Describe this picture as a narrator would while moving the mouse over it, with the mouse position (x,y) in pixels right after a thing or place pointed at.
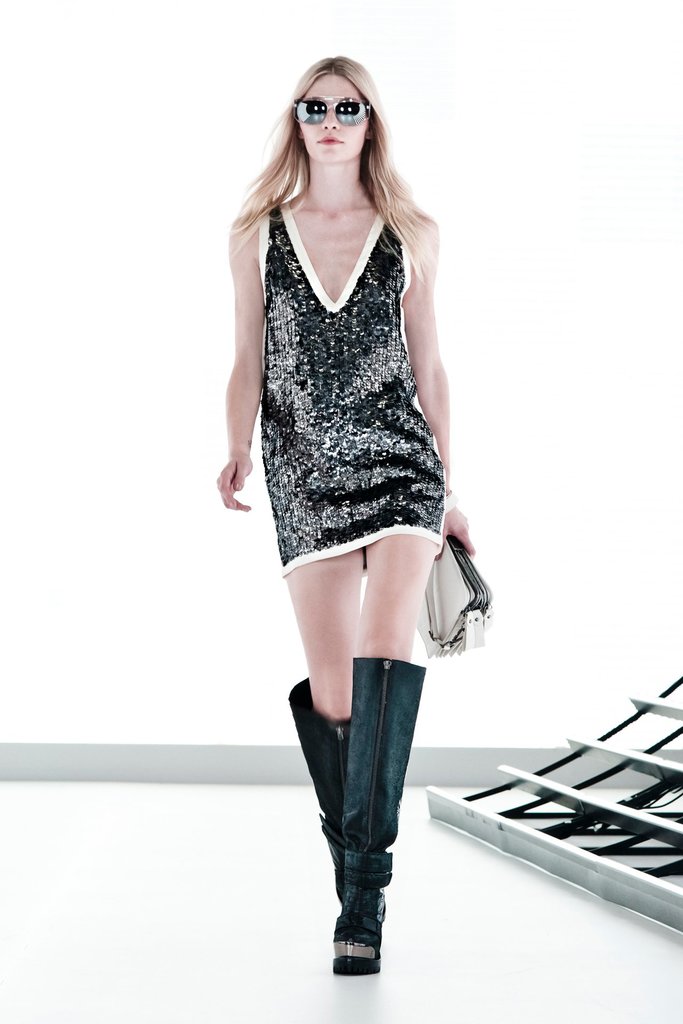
In this image I can see the person (309,399) with white and black color dress (270,405) and also goggles (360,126). The person (313,277) is holding the wallet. In the back (379,87) I can see the white color wall (134,521).
